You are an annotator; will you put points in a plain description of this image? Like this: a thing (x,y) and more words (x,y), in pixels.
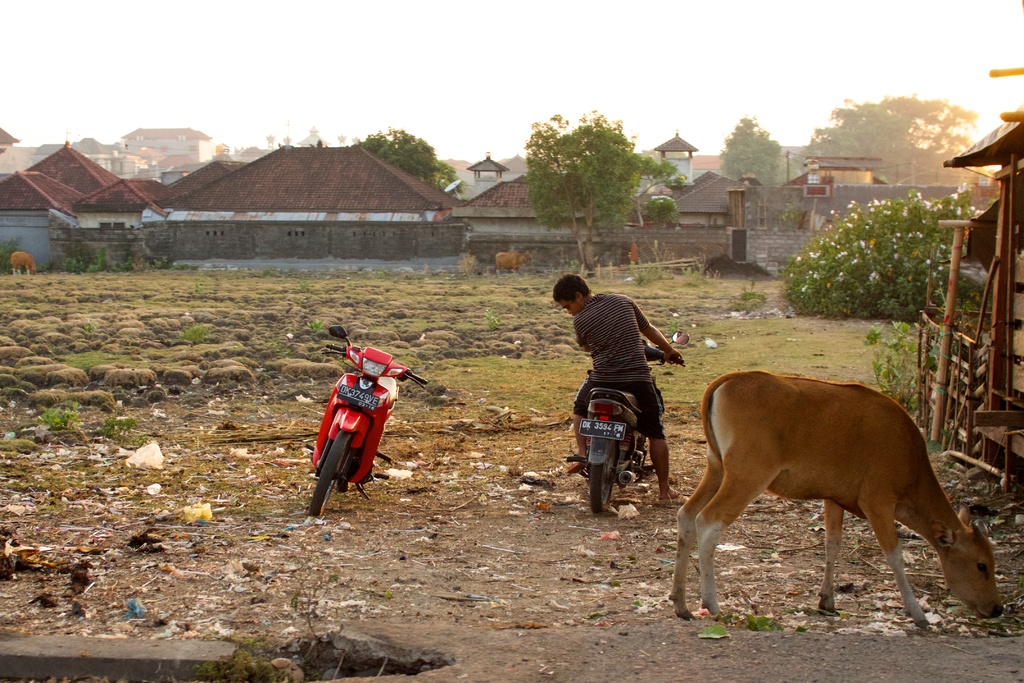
The photo is taken in an open ground (97,407). In the middle (359,396) there is a red scooter (363,429). Beside it there is a person (646,368) sitting on the bike (630,417). In the right side (734,444) there is a calf (890,453). In the background (73,209) there are many building (489,223), trees (595,204). The sky (466,55) is looking clear.
